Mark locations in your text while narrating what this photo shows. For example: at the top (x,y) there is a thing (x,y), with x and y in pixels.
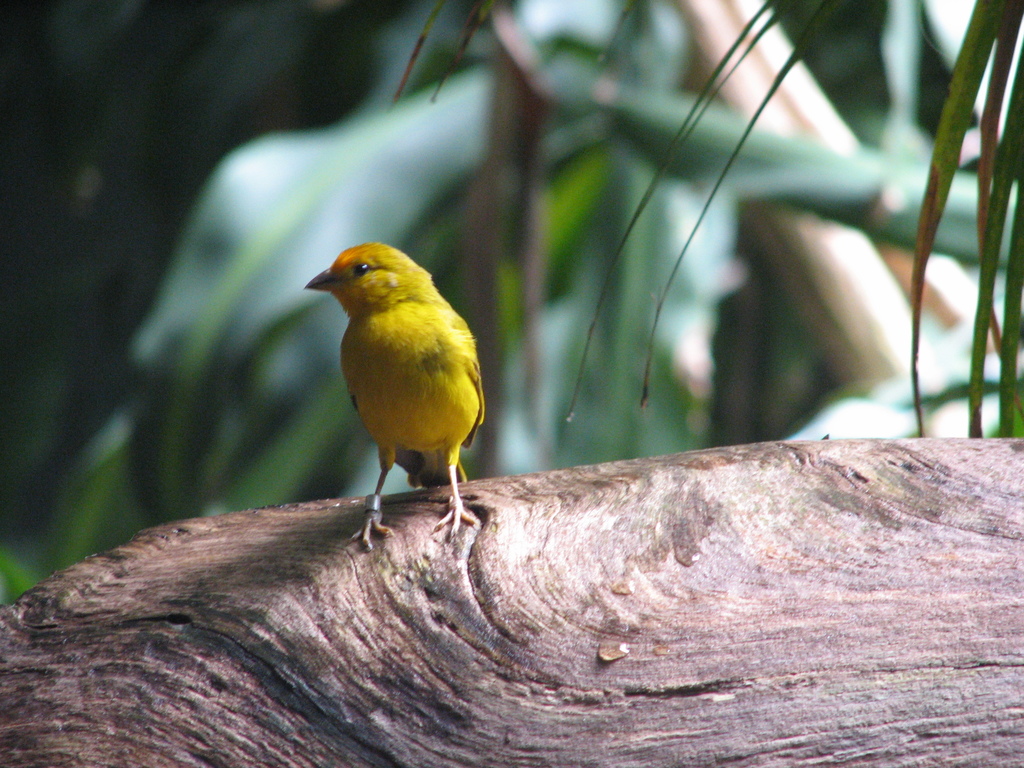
In the center of the image (402,319) we can see bird (460,376) on the tree (264,759). In the background (396,170) we can see trees (542,184).
